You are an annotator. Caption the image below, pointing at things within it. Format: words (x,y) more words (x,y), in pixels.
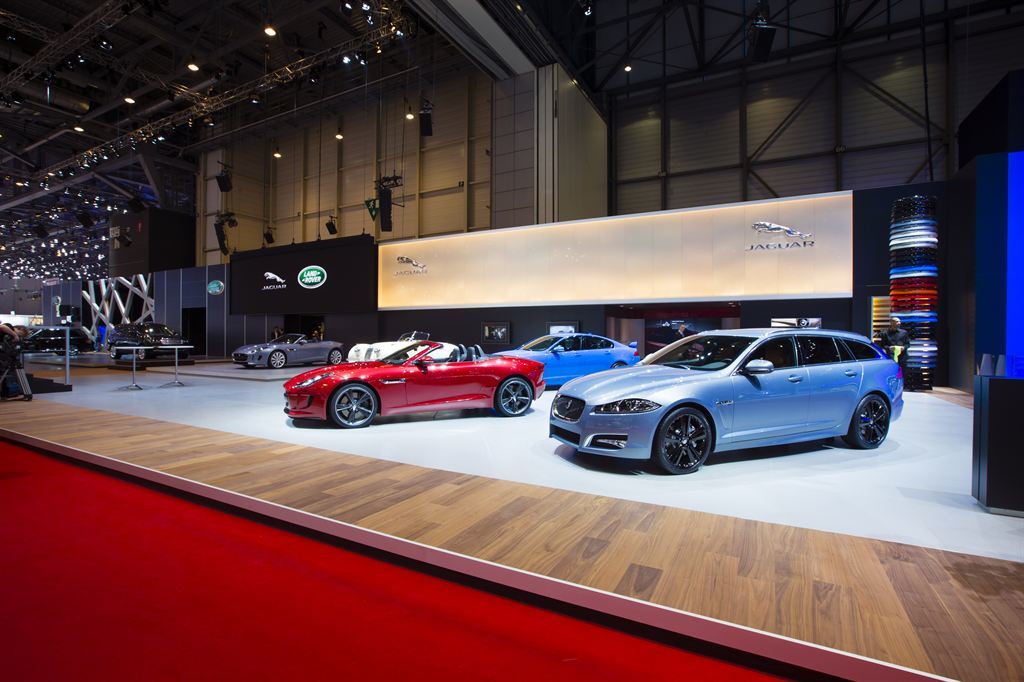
In the picture I can see vehicles (502,403) on the floor (400,467). I can also see boards (361,272) which has logo's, tables (135,376), lights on the ceiling (250,74) and some other objects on the floor (118,439).
